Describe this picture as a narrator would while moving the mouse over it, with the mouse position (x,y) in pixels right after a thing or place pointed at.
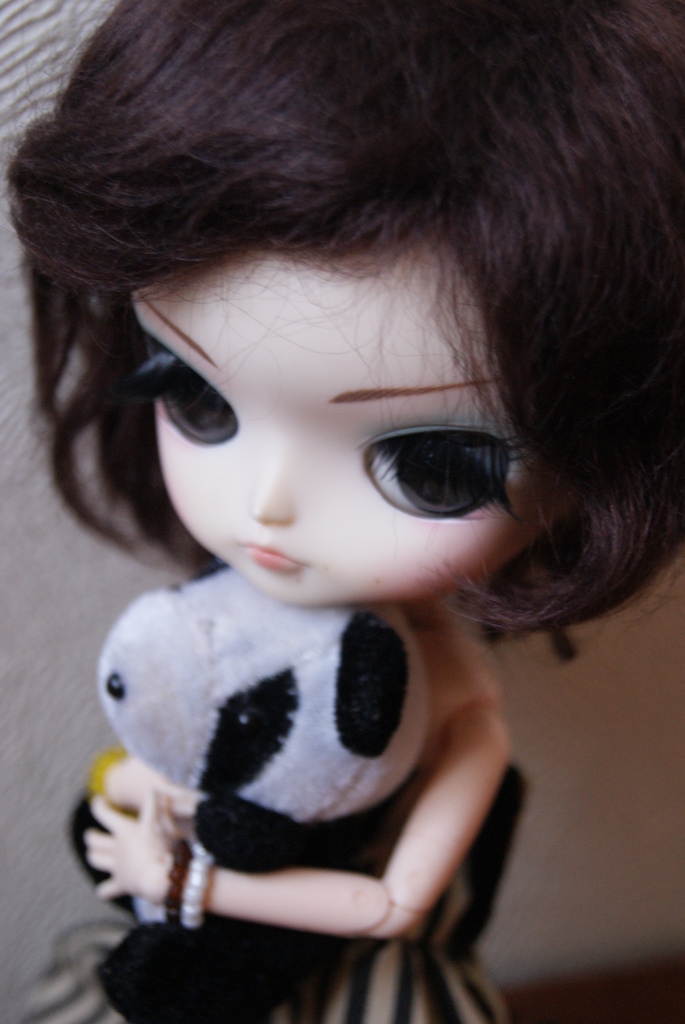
In the image there are two toys (293,640).
